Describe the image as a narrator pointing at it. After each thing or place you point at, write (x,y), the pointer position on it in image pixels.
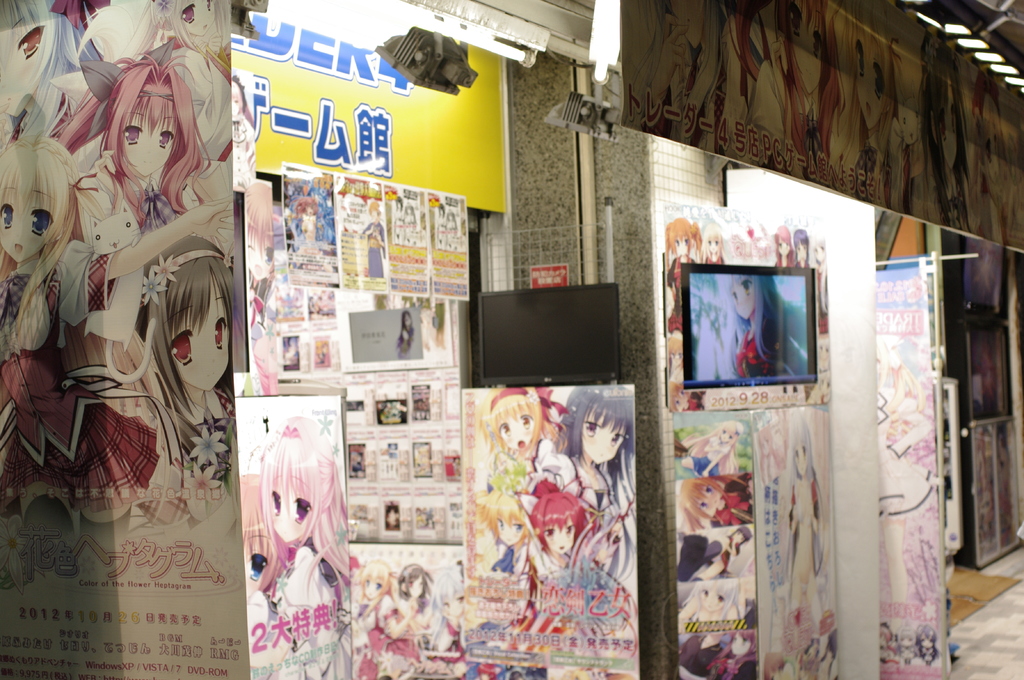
In this picture I can see number of posters (834,42) on which there are cartoon characters (20,85) and something is written and in the middle of this picture (544,288) I see few screens (726,335) and on the top of this picture (1006,78) I see the lights (490,30).
